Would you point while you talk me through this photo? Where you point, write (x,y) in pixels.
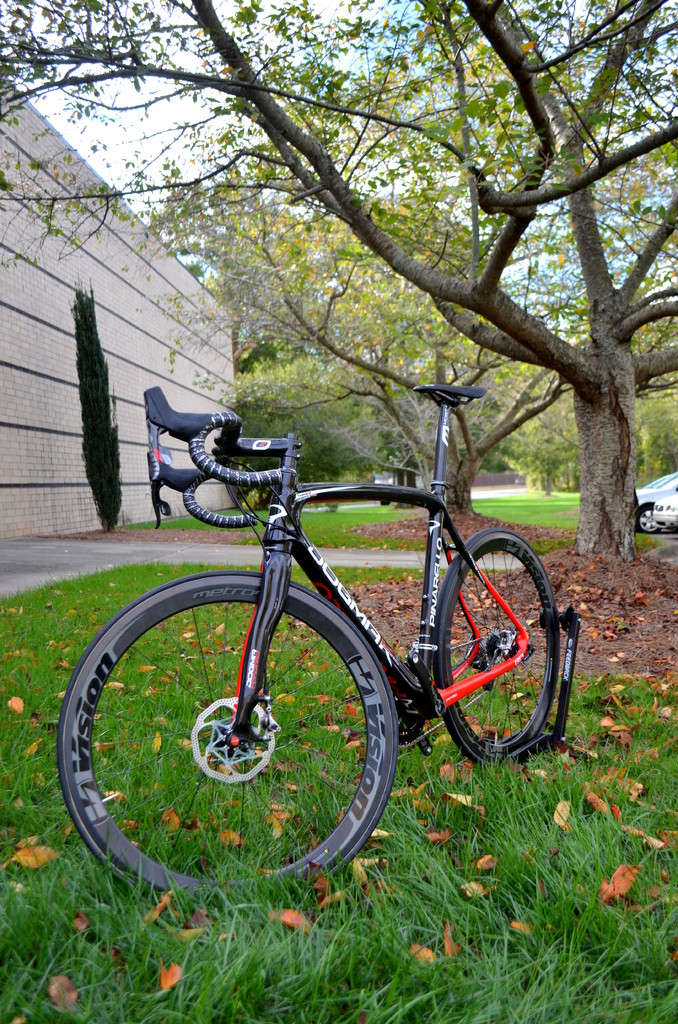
In the picture we can see the grass surface (437,919) with a bicycle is parked and behind it, we can see some trees (362,467) and a part of the wall (1,129).
